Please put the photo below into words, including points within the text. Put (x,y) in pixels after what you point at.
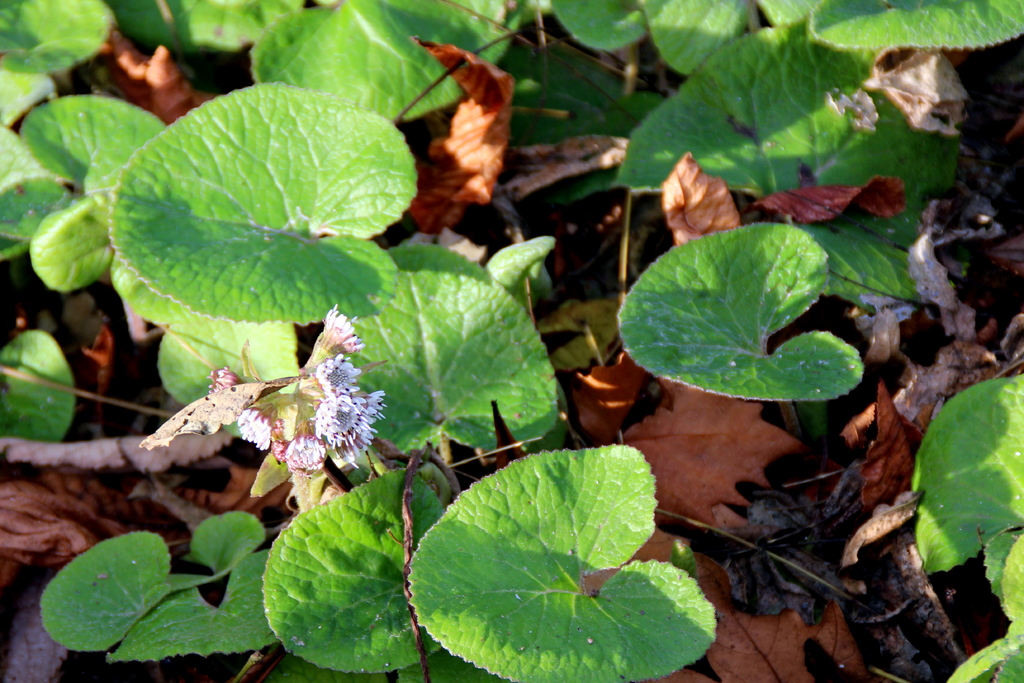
Here in this picture we can see plants (540,273) present on the ground (726,642) and we can also see flowers (311,453) present and we can see a dry leaf (231,407) present on the left side (251,412) on a flower (257,414) and on the ground (239,450) we can see dry leaves (578,163) present.
